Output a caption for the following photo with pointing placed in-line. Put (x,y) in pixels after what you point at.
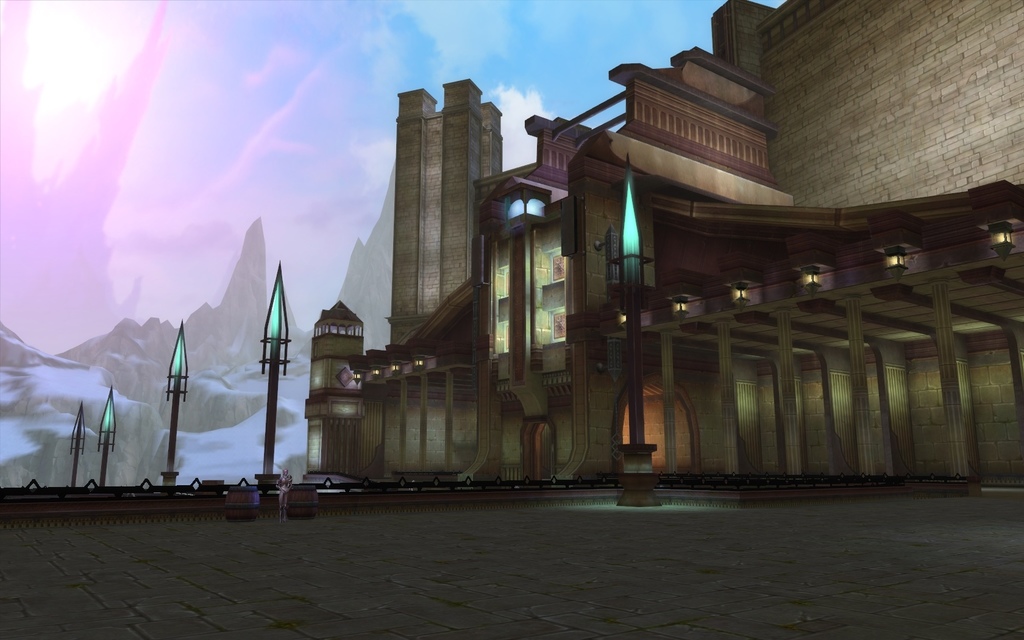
This is an edited image. In the middle (557,404) there are buildings (652,395), poles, lights (677,299), pillars (861,380), floor (510,523), mountains (300,400), sky (262,179) and clouds (500,92).
